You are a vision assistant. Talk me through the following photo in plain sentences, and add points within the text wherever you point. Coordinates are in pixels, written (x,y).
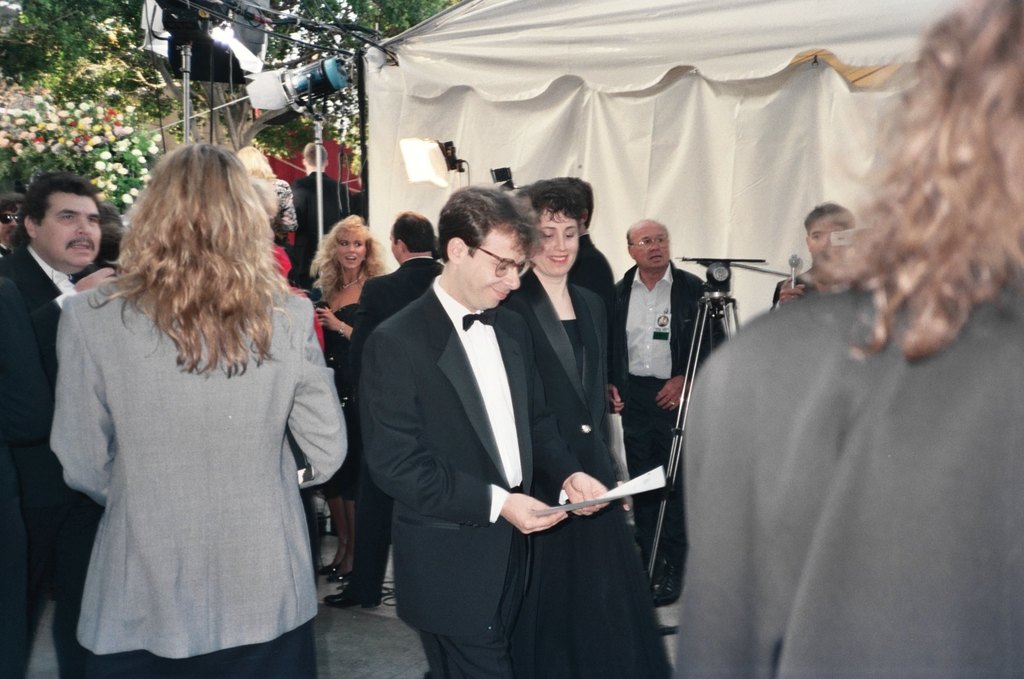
In this image there are group of people (451,382) standing on the floor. In the middle (555,447) there is a man (483,499) who is wearing the suit (465,513) and holding the paper (626,490). In the background (658,78) there is a tent (541,113). Beside the tent (668,109) there are lights (208,63). In the background (228,113) there are flower plants (120,103) and trees (303,2).
